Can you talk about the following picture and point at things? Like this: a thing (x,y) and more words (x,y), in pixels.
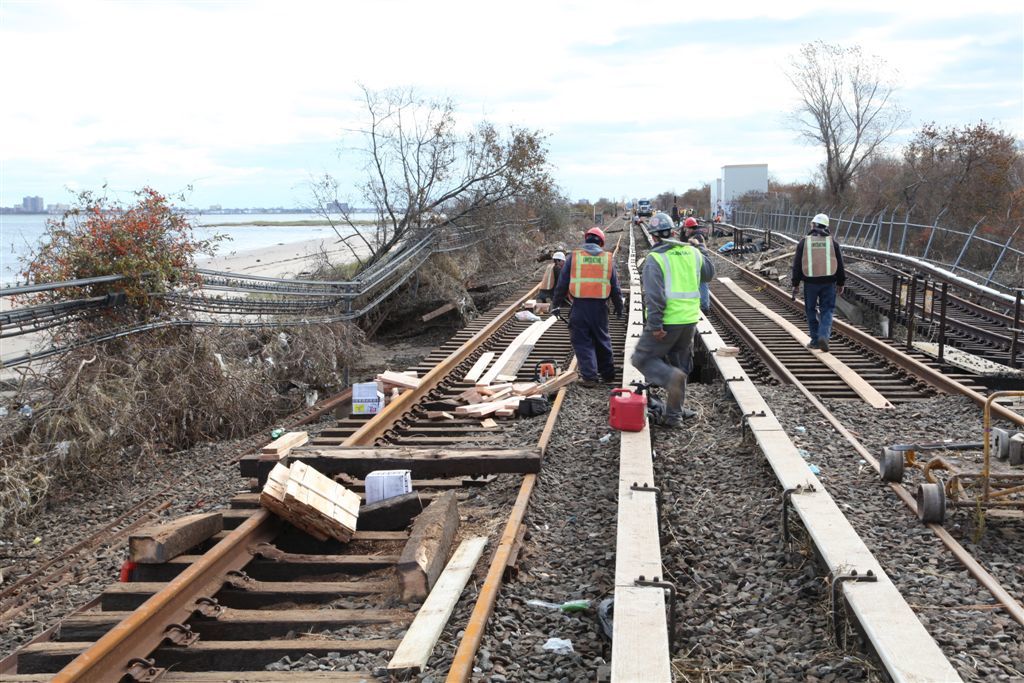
In the center of the image (679,400) we can see a few people (666,342) are standing and they are wearing helmets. And they are in different color jackets (669,288). And we can see railway tracks (559,348), stones (592,510), one can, boxes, one wheel cart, woods (825,364), fences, trees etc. In the background (604,151) we can see the sky (599,75), clouds (702,112), buildings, trees (948,172), water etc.
